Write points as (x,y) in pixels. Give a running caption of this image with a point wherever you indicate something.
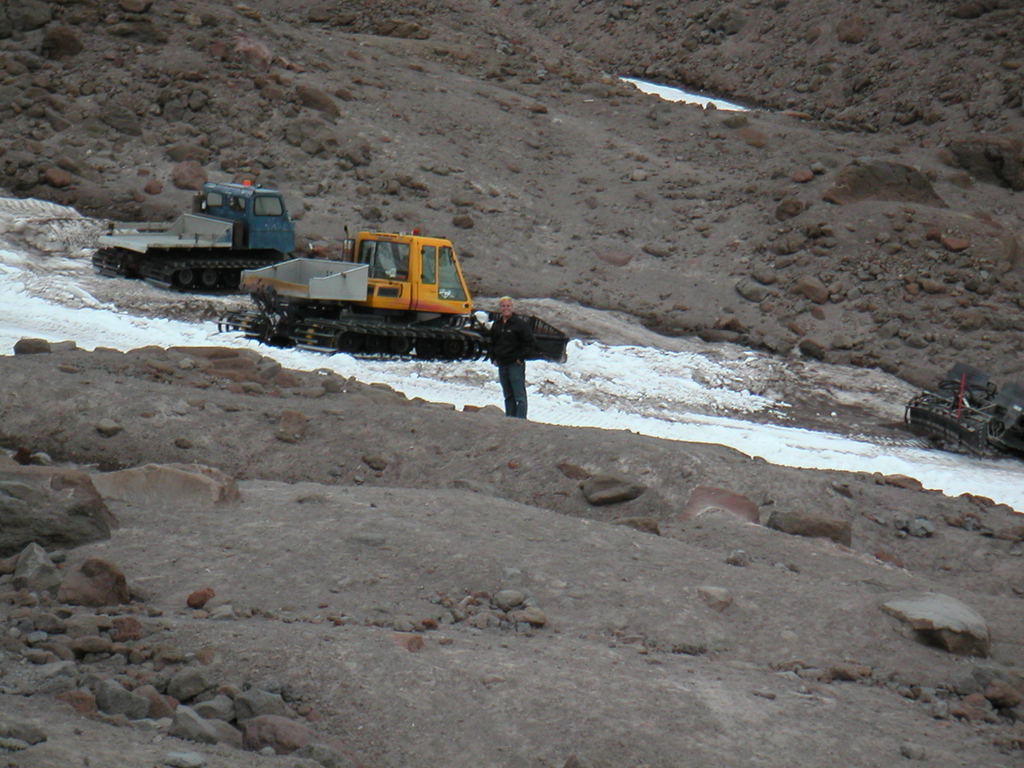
In this image there is a person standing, vehicles (453,294), snow (645,383), rocks (26,119).
